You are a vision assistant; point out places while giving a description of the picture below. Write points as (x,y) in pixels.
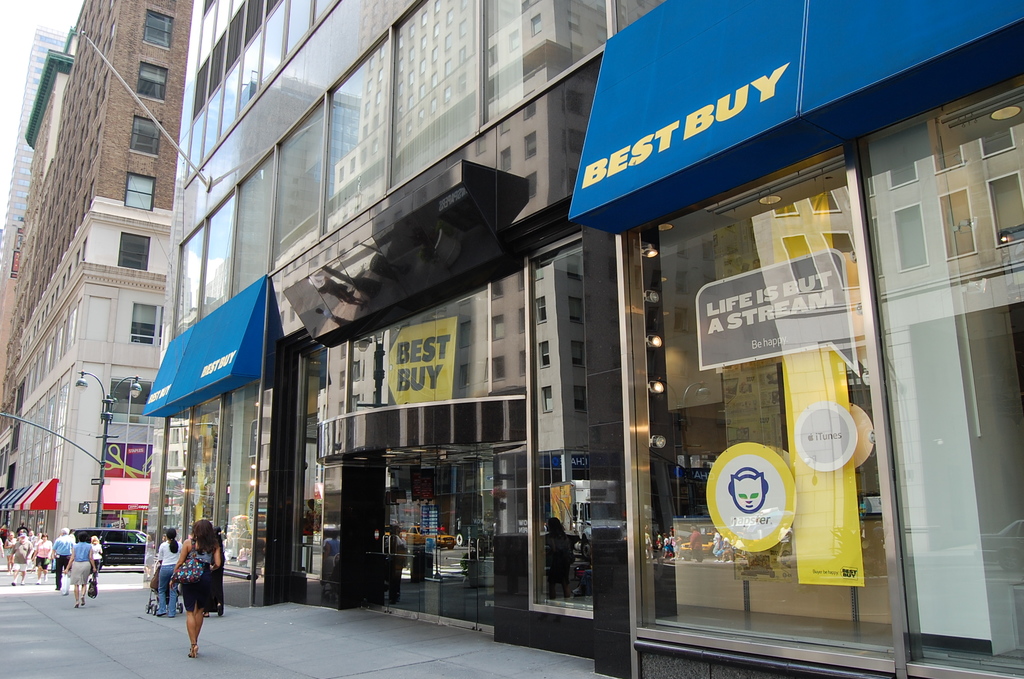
In this image we can see buildings (483,323), stores (548,297), name boards (817,310), street poles (110,421), street lights (82,371), motor vehicles (110,537) and persons (66,560) walking on the road (106,572).
